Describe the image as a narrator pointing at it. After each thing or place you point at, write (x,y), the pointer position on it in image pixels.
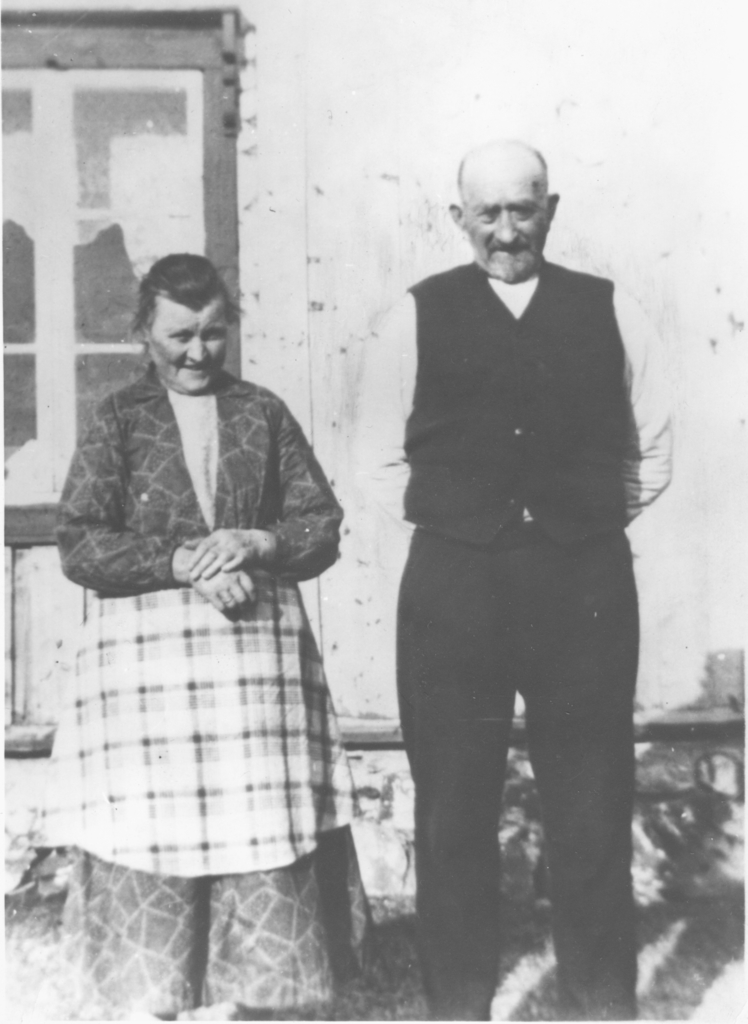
This is a black and white image. 2 people (254,747) are standing. There is a building (200,187) at the back (173,188) which has a window (82,211).
